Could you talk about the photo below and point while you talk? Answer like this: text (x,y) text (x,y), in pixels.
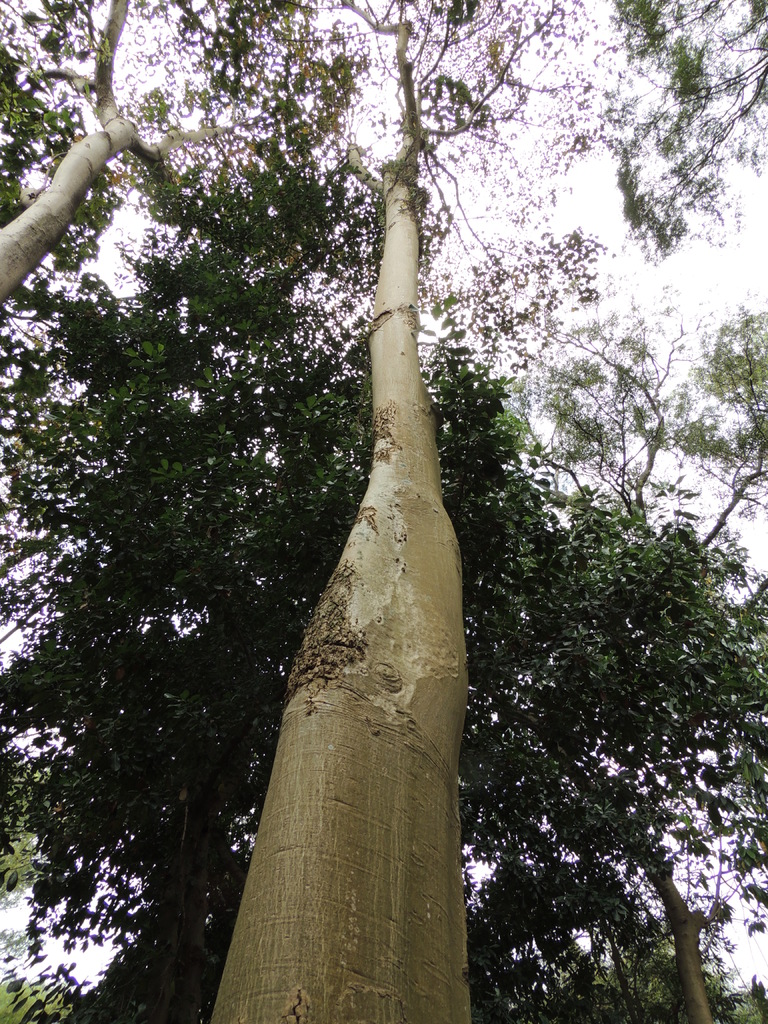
The picture consists of trees (350,552). In the background (671,280) it is sky (382,132).
